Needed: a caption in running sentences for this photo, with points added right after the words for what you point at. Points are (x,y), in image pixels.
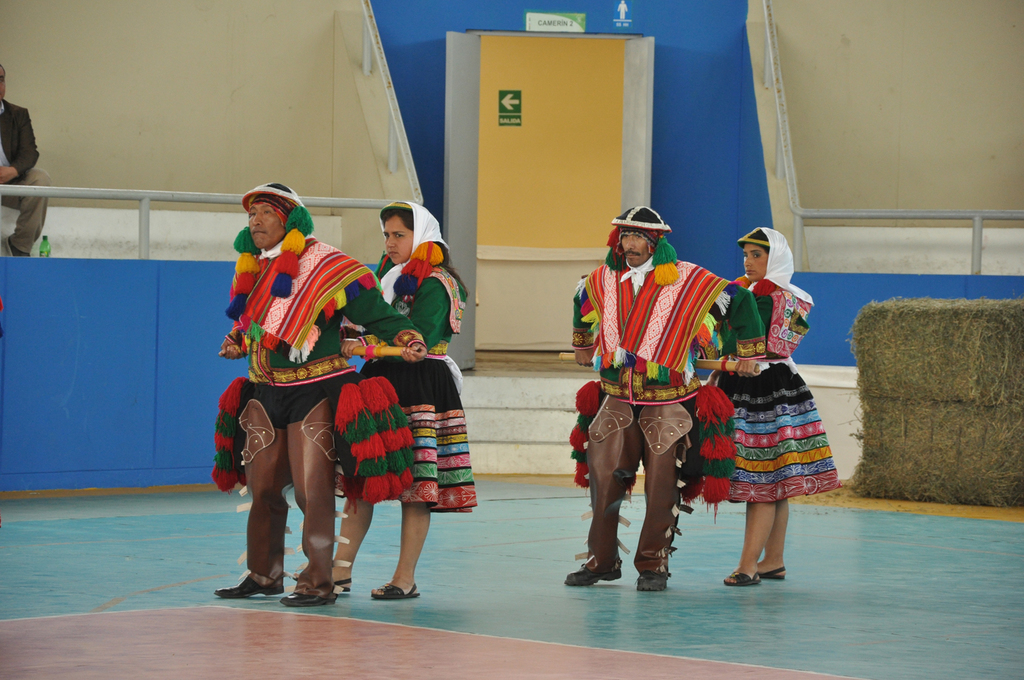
In the picture we can see four people (803,486) with different costumes (802,480) standing on the floor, which is blue in color and in the background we can see some railing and an exit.
